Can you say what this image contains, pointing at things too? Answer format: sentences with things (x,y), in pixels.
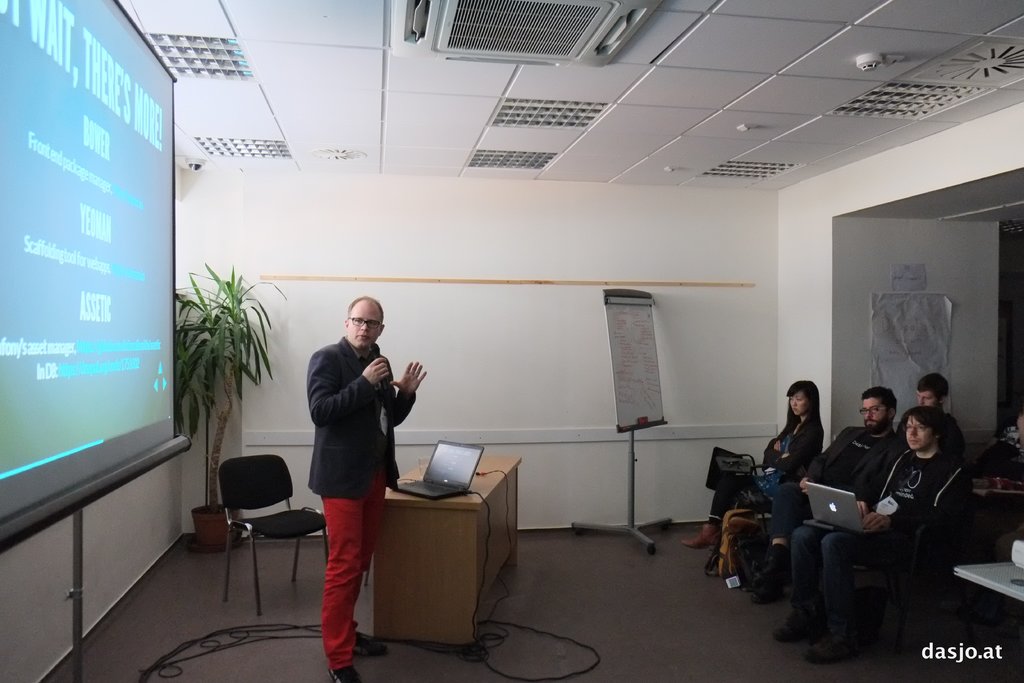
At the top (401,147) we can see the ceiling (467,131), lights (529,149) and air conditioner (552,58). In this picture we can see white papers (921,325) with some information pasted on the wall (936,271). On the left side of the picture (222,379) we can see a house plant (236,379), board (654,396), stand (646,410), chair (284,487) and a screen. We can see a man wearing spectacles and standing near to a table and on the table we can see a laptop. On the right side of the picture (776,441) we can see the people (898,531) sitting on the chairs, a man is holding a laptop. On the table (1022,593) we can see a white object (1018,561). We can see a watermark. On the floor (518,640) we can see the wires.
